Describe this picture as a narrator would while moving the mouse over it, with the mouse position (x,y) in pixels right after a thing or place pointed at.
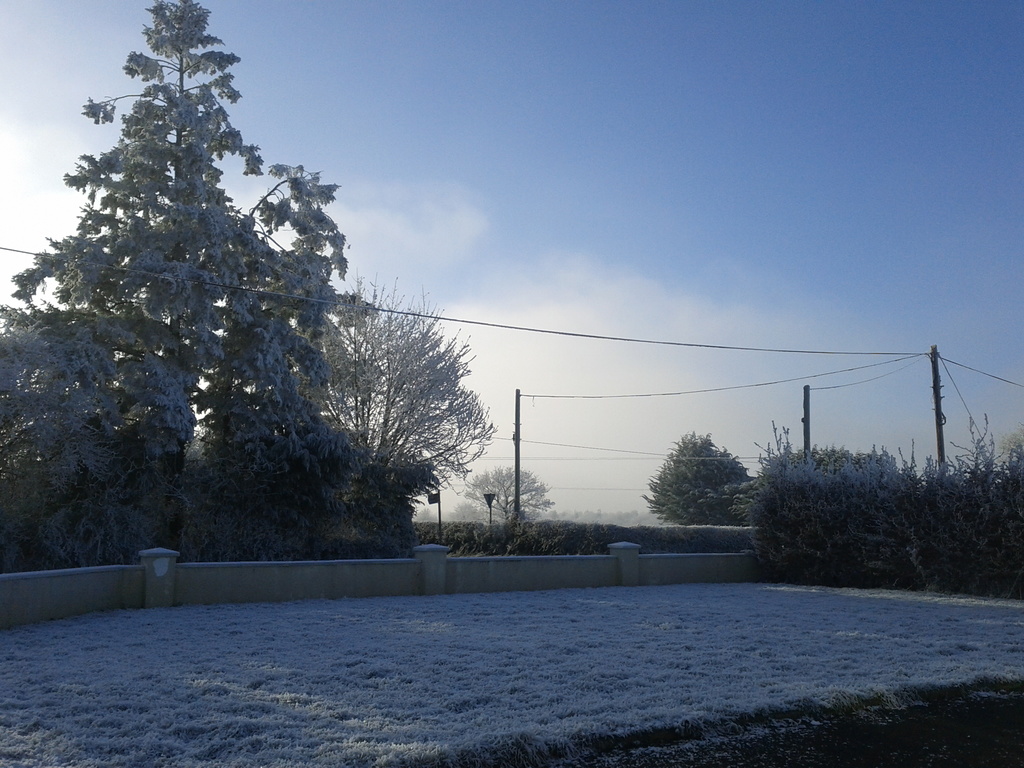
In the picture we can see grass (778,629), plants (906,581), trees (410,503), poles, and a wall (401,571). In the background (647,375) there is sky (655,203).
